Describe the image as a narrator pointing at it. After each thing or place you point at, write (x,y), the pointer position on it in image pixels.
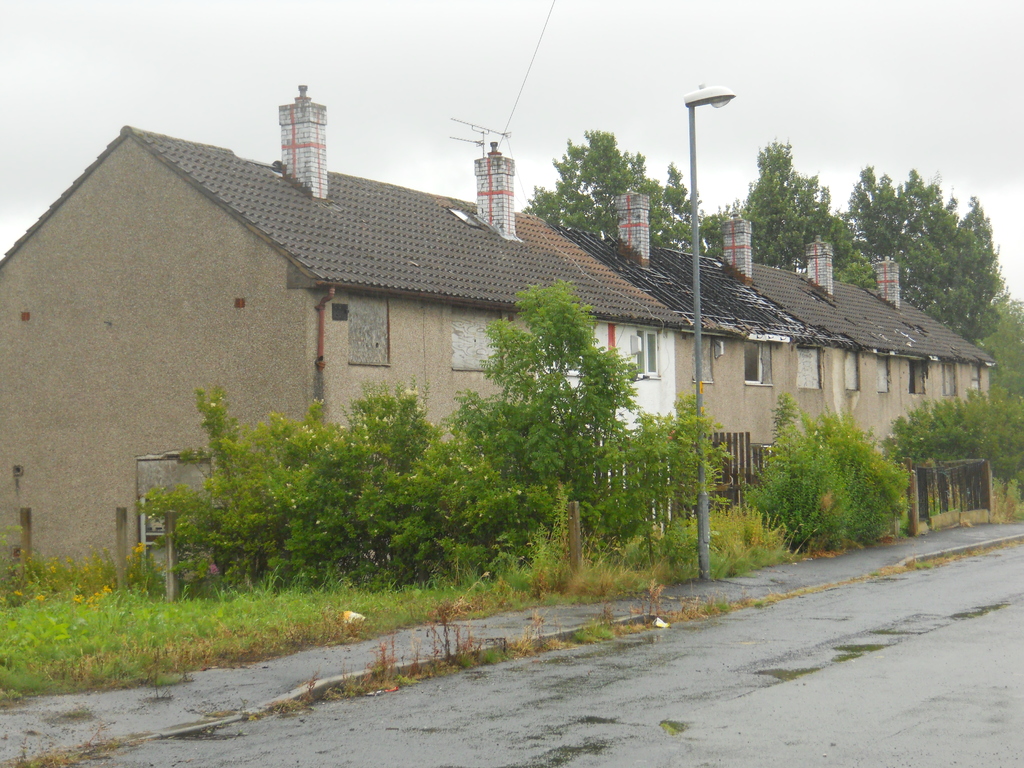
In the foreground of this image (847,693), there is a road (821,670). In the middle (680,510), there are trees (931,442), poles (575,554) and a building (456,379). At the top (763,27), there is the sky (862,29).
